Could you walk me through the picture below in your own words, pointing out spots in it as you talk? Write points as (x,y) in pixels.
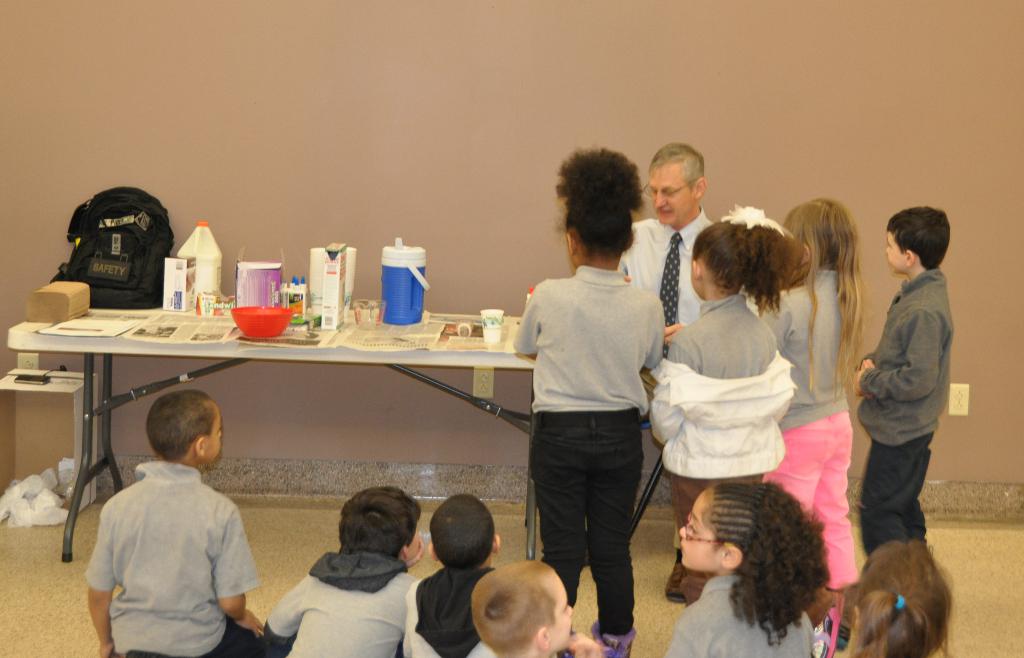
In the image we can see there are many children's (640,464) wearing clothes (414,583) and there is a man (665,242) sitting, he is wearing clothes (658,254), tie (670,269) and spectacles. Four children (792,291) are standing and the rest is sitting. This is a floor (59,605), table (253,347) and a wall (502,1). On the table (280,358) there is a bowl (251,322), container (384,271), glass (488,326), bag (126,267) and other things (187,260). This is a trash (44,489).
